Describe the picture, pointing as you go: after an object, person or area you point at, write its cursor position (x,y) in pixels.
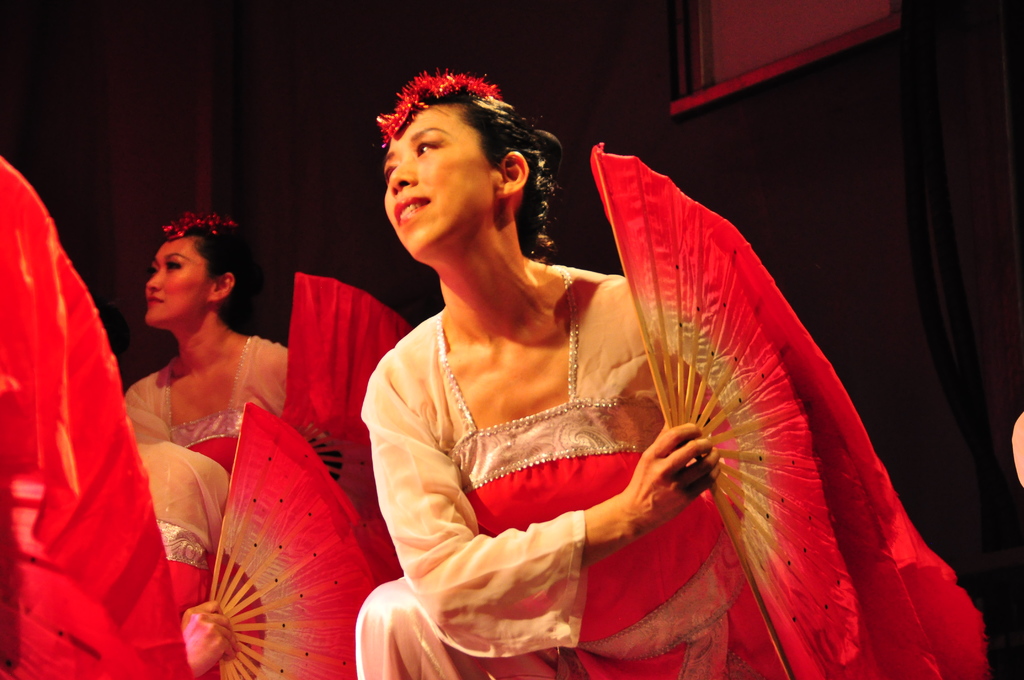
In this image we can see a group of people (678,576) holding hand fans (756,403) in their hands (619,501). In the background (746,51), we can see a frame (737,40) on the wall (667,37).
